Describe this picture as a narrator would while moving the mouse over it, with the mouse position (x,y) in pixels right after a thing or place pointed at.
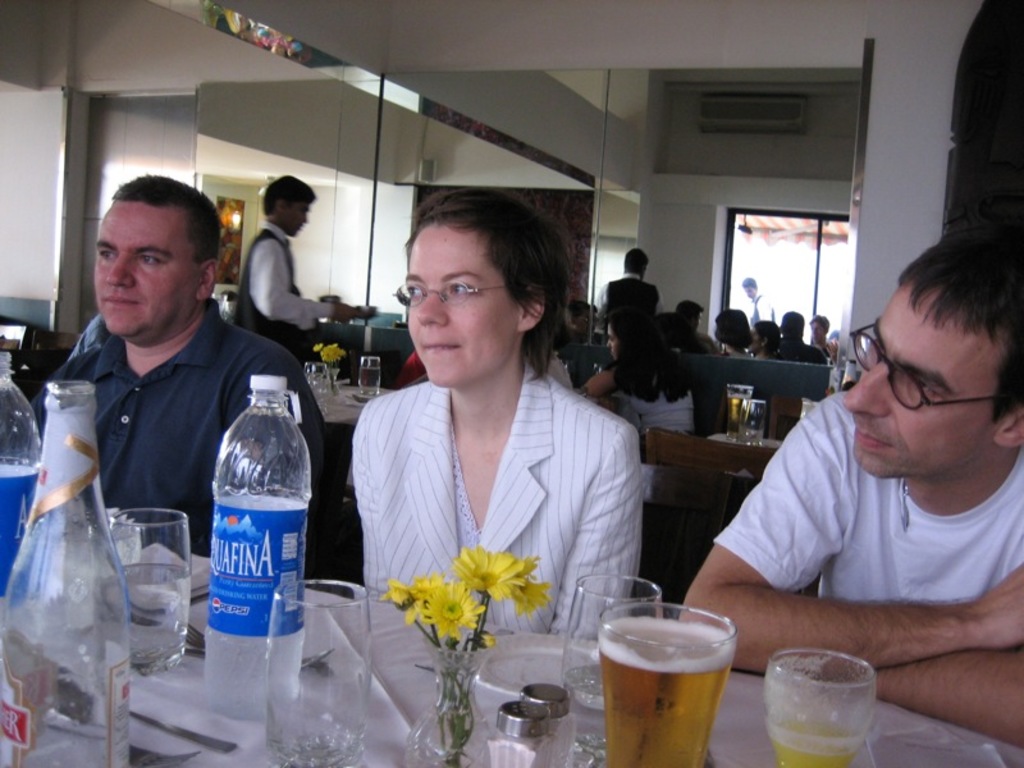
There are three members (843,452) sitting. There is a men (828,484) with the white t-shirt (968,537) is sitting in the right corner (795,573). And the lady (573,554) with the white jacket (536,465) is sitting in the middle (537,458). And the men (200,417) with the blue t-shirt (171,414) is sitting in the left side (165,425). IN front of them there is a table (394,639). on the table (399,660) there is a bottle (260,576), glass (292,636), flower vase (449,658) with flowers (454,626), plate (516,667), spoons (142,756). Behind them there are many people (684,359) sitting on a sofa (711,372). And there is a man (286,251) standing. And we can also see a window (774,266).
